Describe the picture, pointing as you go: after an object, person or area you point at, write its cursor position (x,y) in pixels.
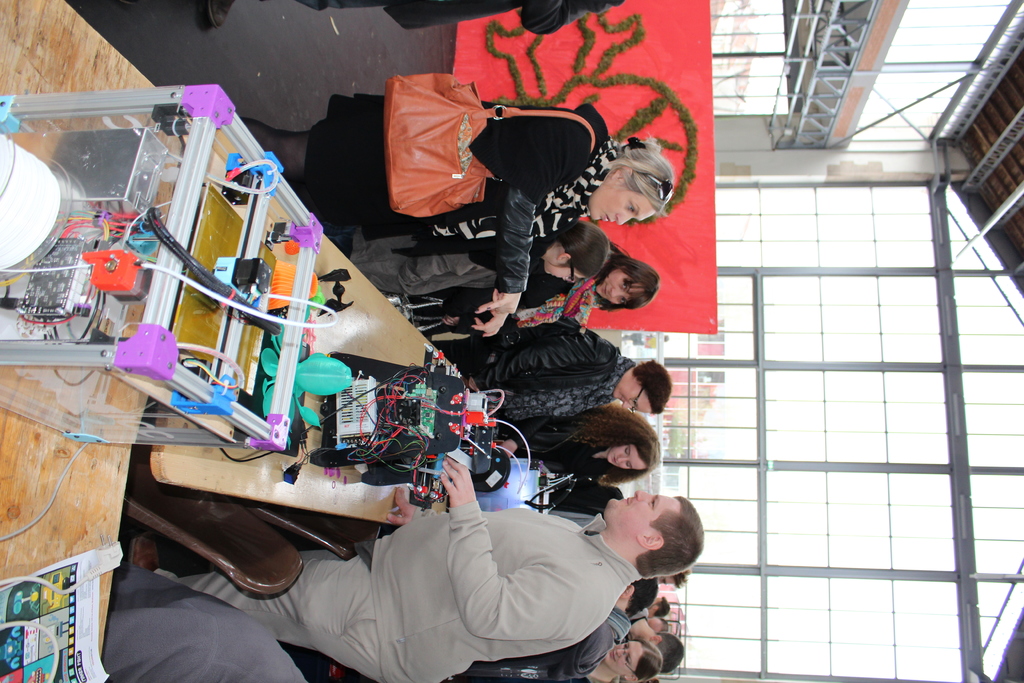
In this image we can see many people (536,547) are standing. There are many objects (335,418) placed on the table (14,460). There are many windows (710,400) in the image.
